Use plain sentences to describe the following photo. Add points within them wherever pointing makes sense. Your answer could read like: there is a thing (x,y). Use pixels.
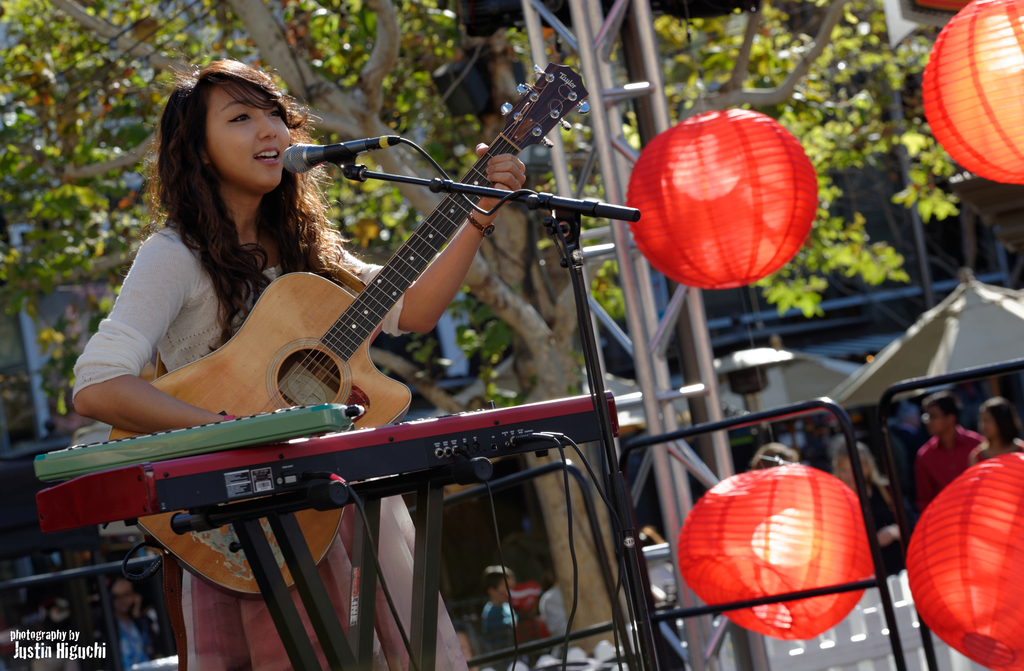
In this image I can see a woman (180,306) wearing white color t-shirt (161,302). She's holding guitar (319,355) in her hands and it seems like she's singing a song. In front of her there is a mike stand (462,184). In the background (338,63) I can see some trees (201,48). On the right bottom of the side there are some persons (872,452). On the right side (767,185) I can see four red color lanterns (932,541). In front of her there is a table (395,494) and on that there is a piano (353,441).
